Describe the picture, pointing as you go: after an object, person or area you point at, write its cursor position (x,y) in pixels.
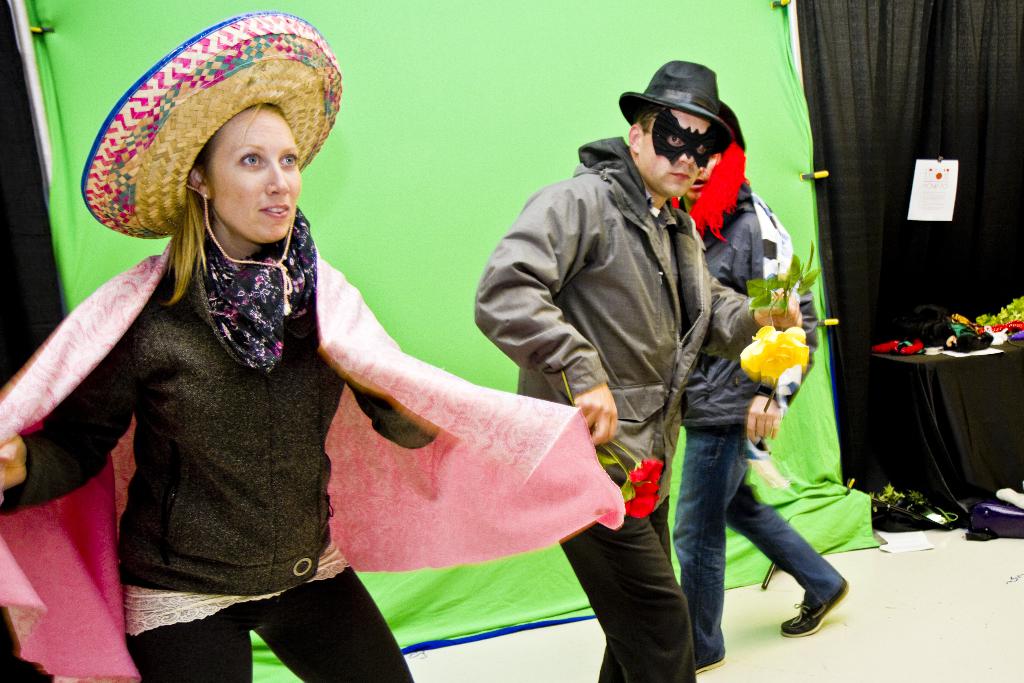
In this image, there are three persons (605,414) standing with fancy dresses (334,314). On the right side of the image (935,379), there is a table (967,397) with few objects (995,334) on it. In the background (893,278), I can see a paper (945,172) and the clothes (470,87).
